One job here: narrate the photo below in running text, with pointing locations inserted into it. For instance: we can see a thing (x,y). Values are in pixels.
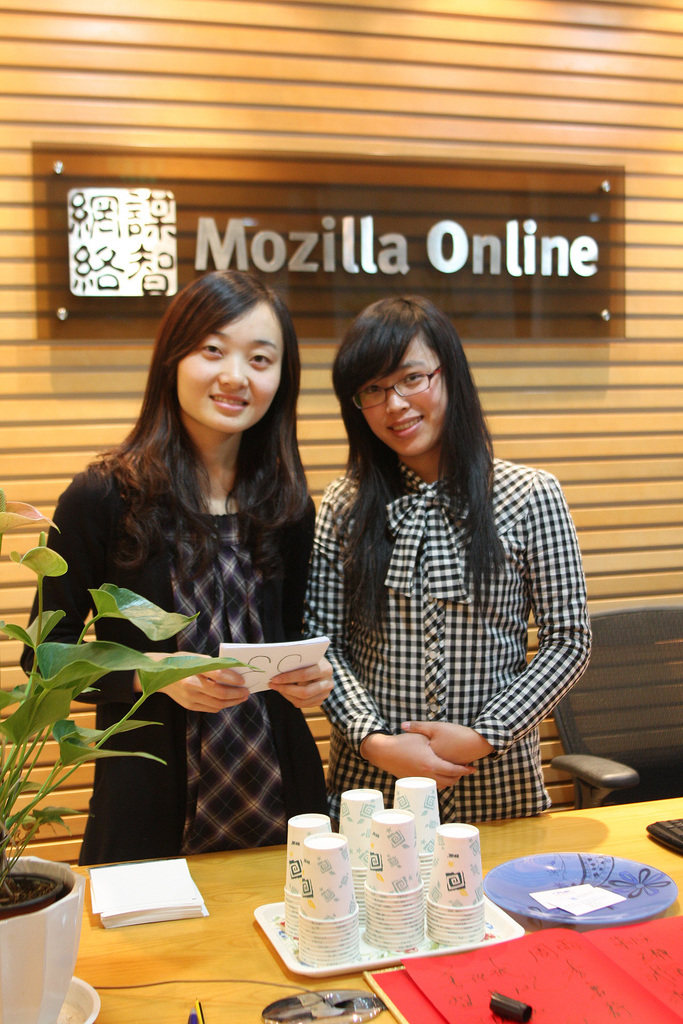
In the image we can see there are two women (409,677) who are standing and on table (123,949) there are cups (433,914), plate (510,898) and in pot (14,874) there is plant (95,657) and the women (152,445) are smiling and at the back (355,229) there is a banner (305,244) on which its written "Mozilla Online".
